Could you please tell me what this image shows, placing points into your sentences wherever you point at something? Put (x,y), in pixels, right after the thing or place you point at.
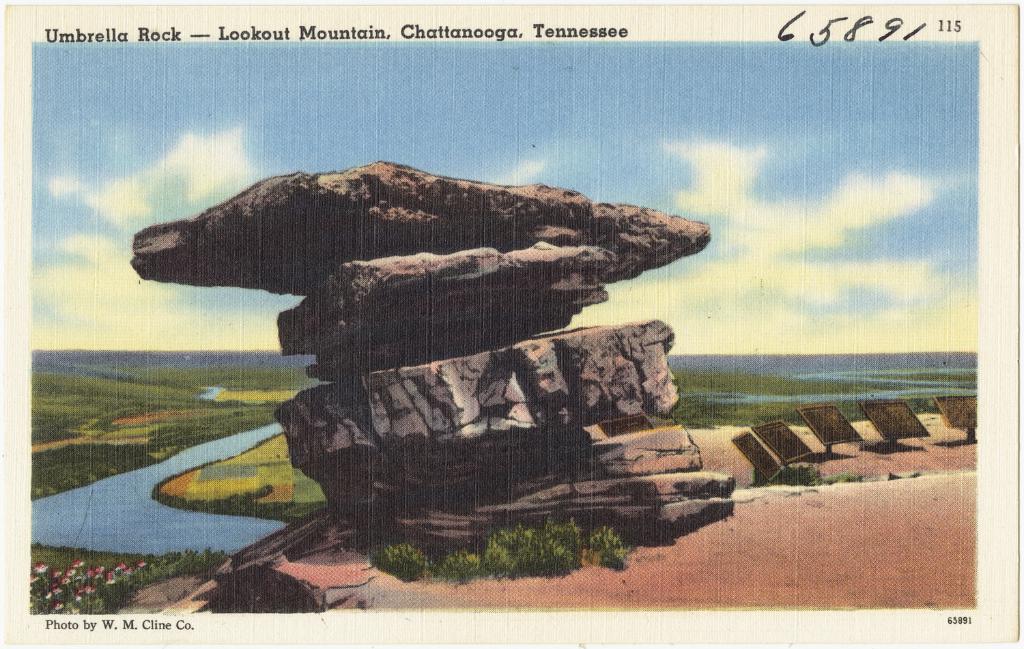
In this image I can see a painting of a rock (568,388), grass (504,539), fence (774,459), flowering plants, water (167,467), mountains (189,355) and the sky (424,115). At the top (218,39) I can see a text (212,27). This image is taken may be during a day.
